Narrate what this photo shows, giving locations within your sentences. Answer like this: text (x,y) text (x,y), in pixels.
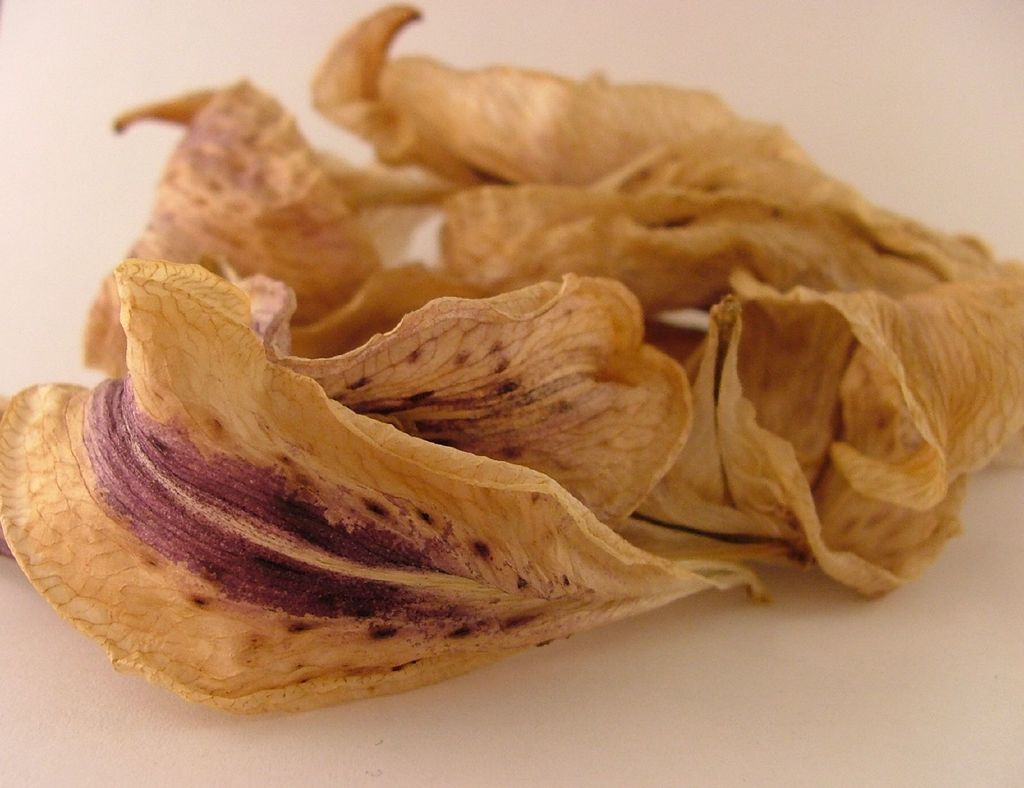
In this image I can see few dry petals (346,295) on a white surface (572,732).
